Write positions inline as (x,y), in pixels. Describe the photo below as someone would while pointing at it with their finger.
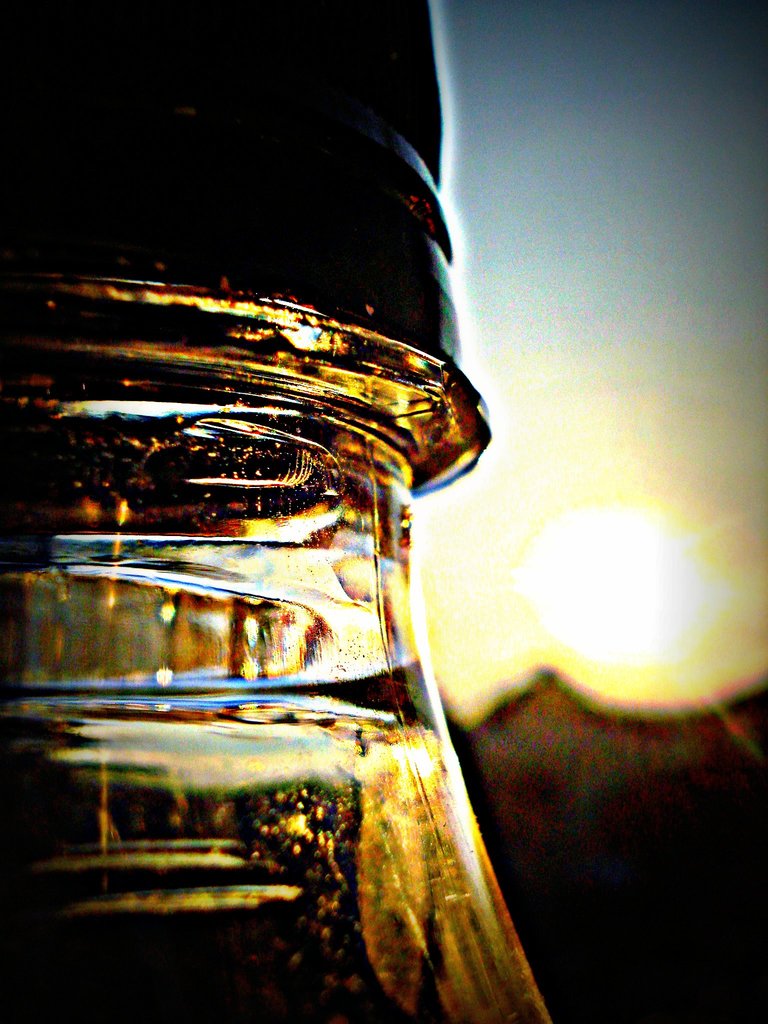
In this picture we can see a glass bottle (285,859) in the front (297,815), in the background (643,494) we can see the sky (600,221) and the sun (542,572).
